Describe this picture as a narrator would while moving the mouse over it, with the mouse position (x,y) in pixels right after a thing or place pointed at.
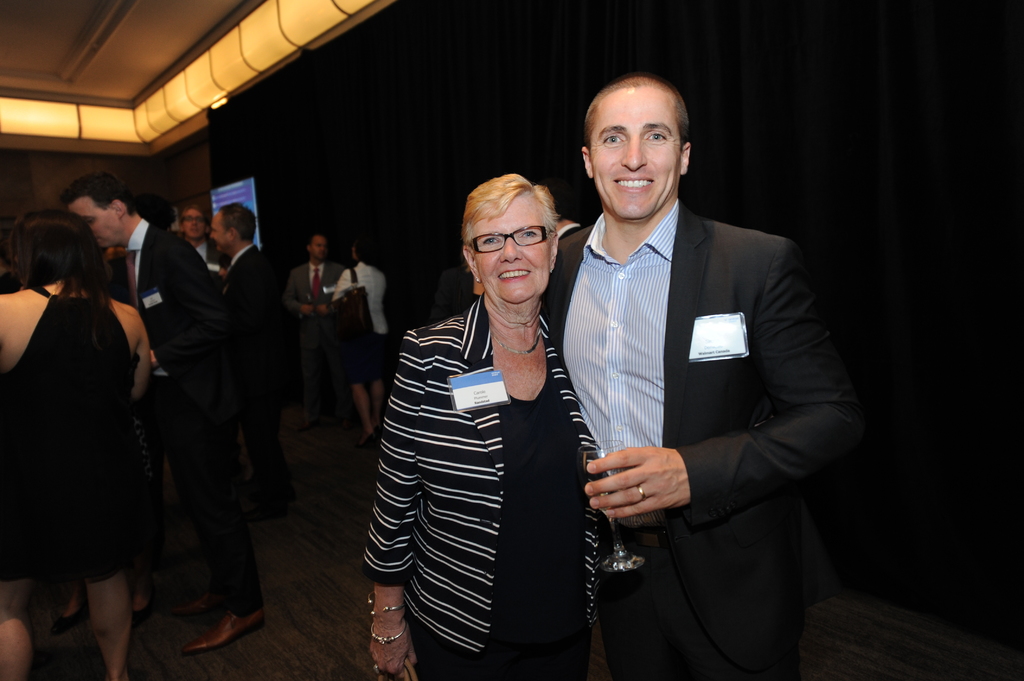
In this image there is a man (651,391) on the right side (714,379) who is holding the glass (590,454) with one hand (631,452) is standing beside the woman (467,409). In the background (212,341) there are few other people (105,291) standing on the floor (279,547). At the top (181,86) there is ceiling (97,9) with the light (179,90). On the right side (818,84) there is a black color curtain (537,95). In the background (248,190) it looks like a screen (227,187).
